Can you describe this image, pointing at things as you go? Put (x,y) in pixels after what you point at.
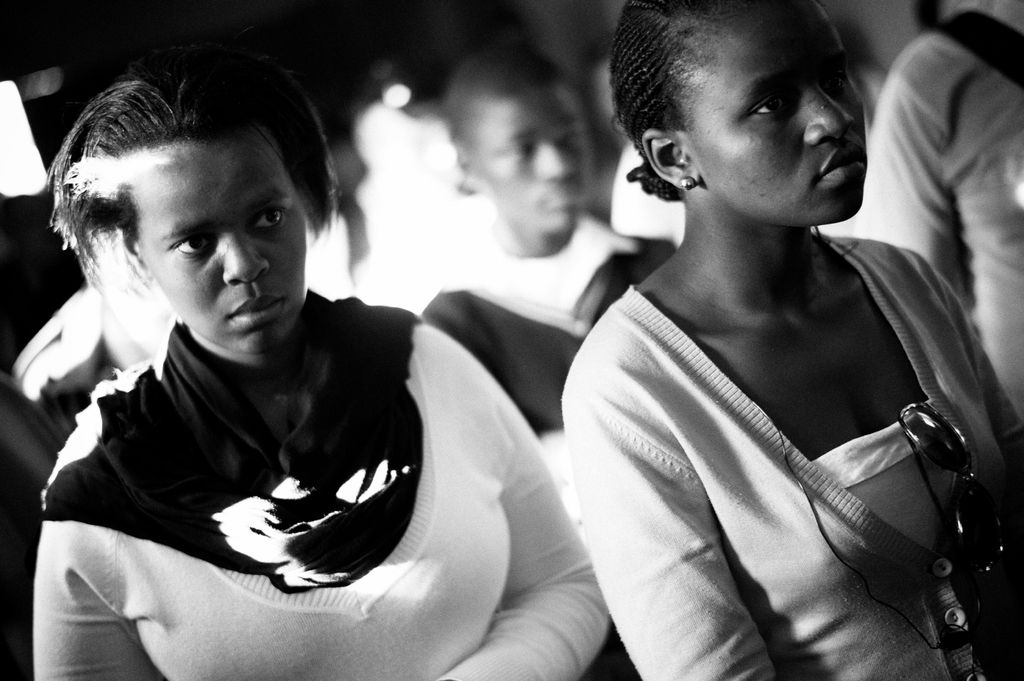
In this image I can see few people (360,299) are standing. On the right side of the image (904,426) I can see a wire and a shades (919,419). I can see this image is black and white in color. I can also see this image is little bit blurry.
